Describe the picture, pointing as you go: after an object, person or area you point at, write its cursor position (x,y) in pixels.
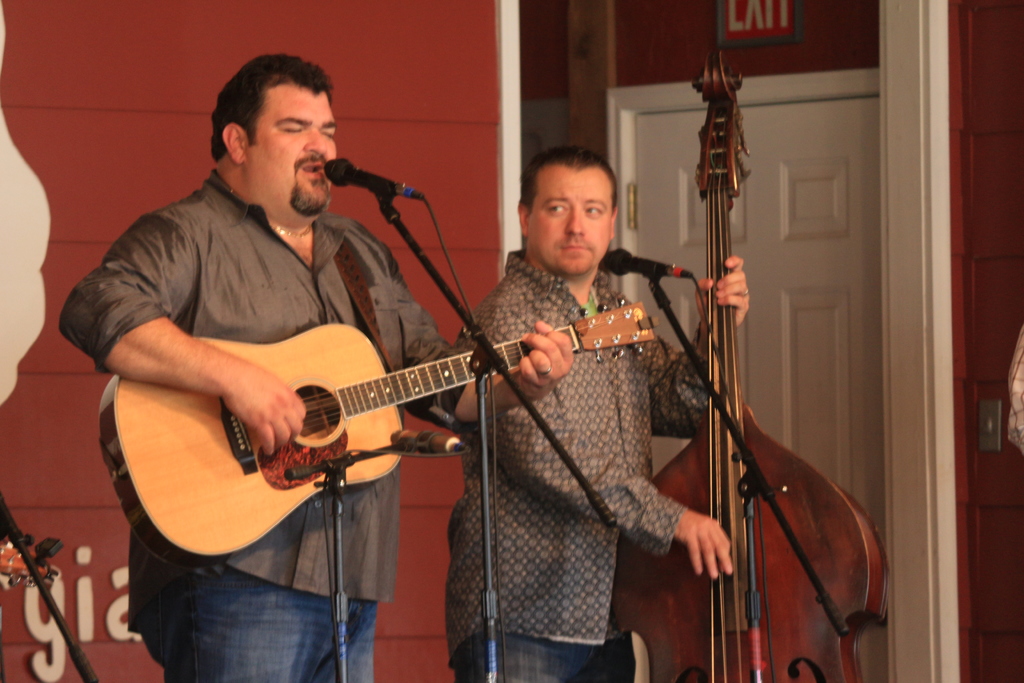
A man (245,233) singing with mic (343,172) in front of him playing a guitar (441,366). Another man (549,222) beside him is playing bass (712,258).
